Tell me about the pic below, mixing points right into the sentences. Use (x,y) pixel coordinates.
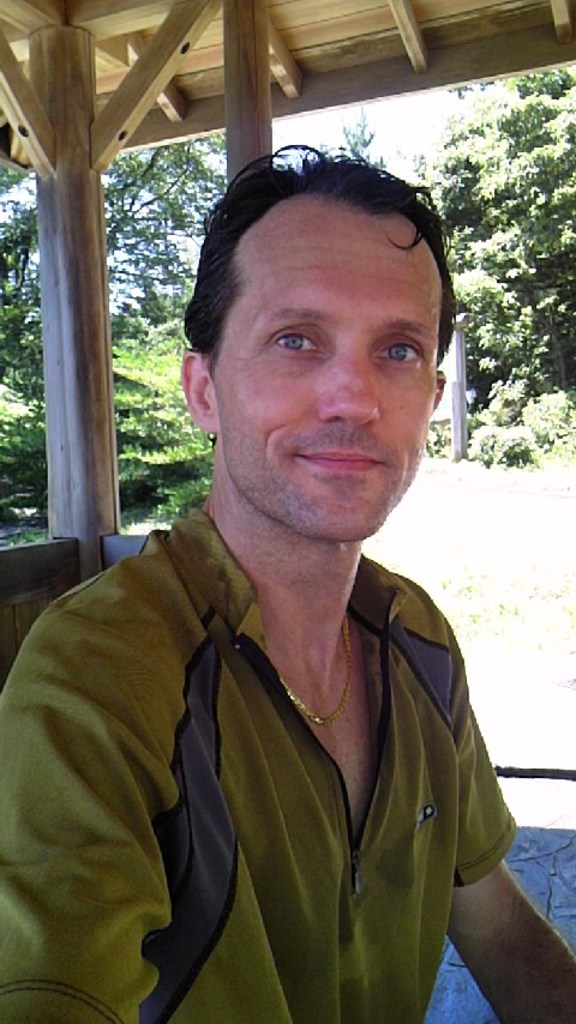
In this image we can see a man (441,734). On the backside (203,435) we can see a roof (288,100), some wooden poles (85,132) and a group of trees (197,459).
